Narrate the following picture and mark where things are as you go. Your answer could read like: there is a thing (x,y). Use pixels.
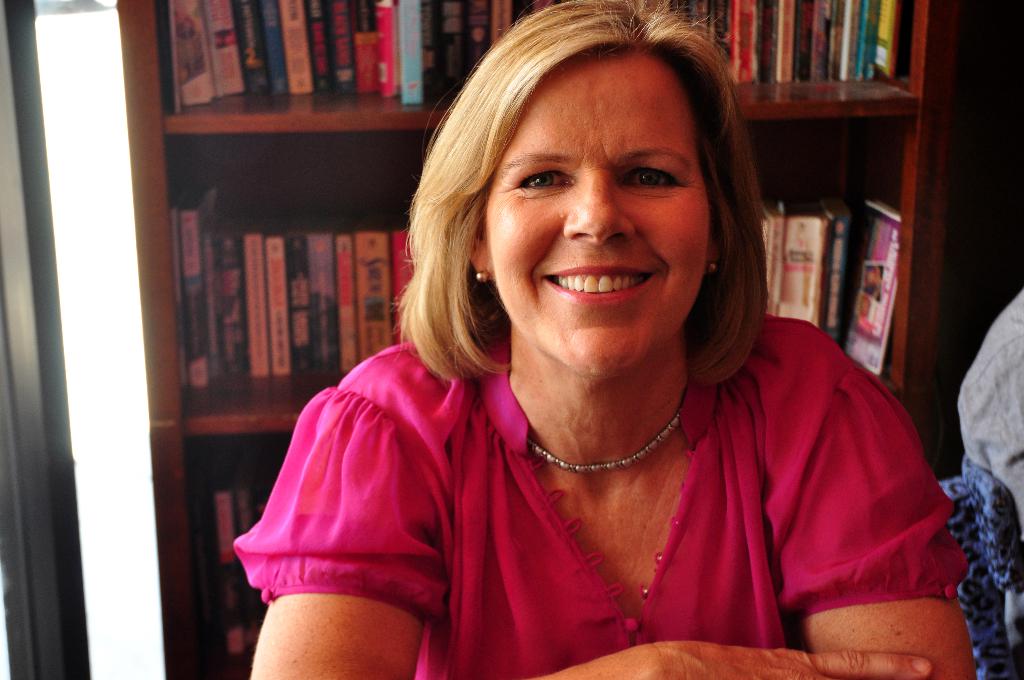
In this picture I can observe a woman (539,447) in the middle of the picture (476,366). She is wearing pink color dress (459,517). Woman (644,388) is smiling. Behind her I can observe books (286,354) placed in the shelf (319,227).
